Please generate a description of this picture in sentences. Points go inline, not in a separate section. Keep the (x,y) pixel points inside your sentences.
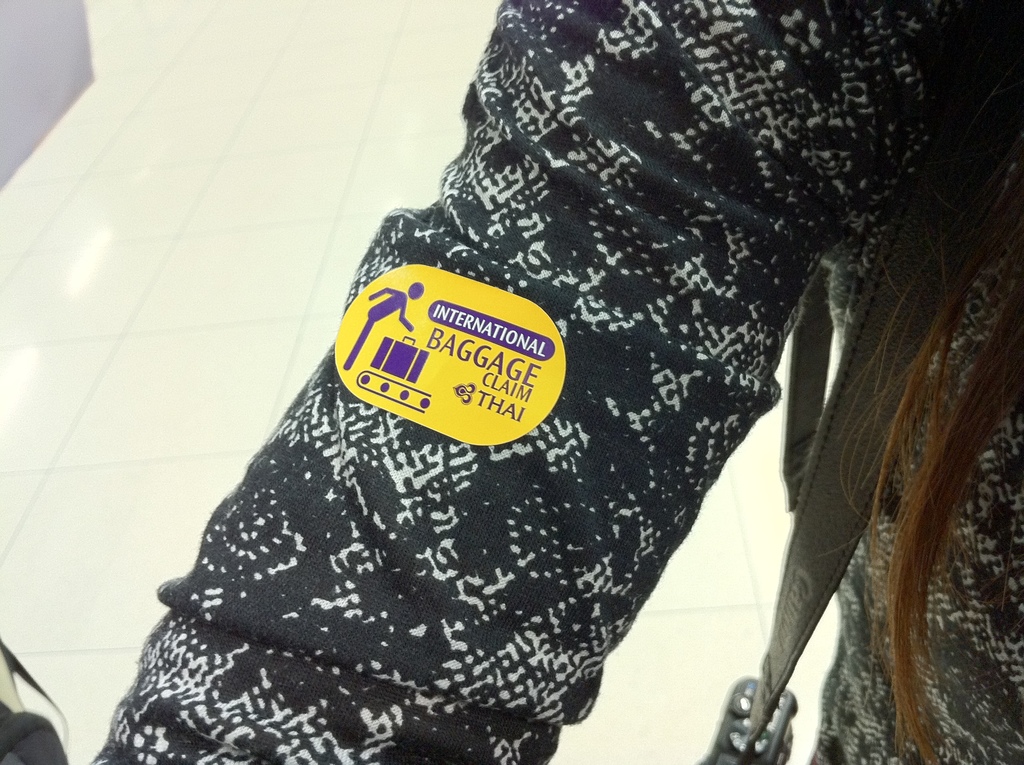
In the foreground of this image (454,403), there is a sticker (454,394) on a hand (671,232) of a person (929,133) and the person (936,507) is wearing a bag (762,714). In the background (797,677), there is the floor (235,299).
